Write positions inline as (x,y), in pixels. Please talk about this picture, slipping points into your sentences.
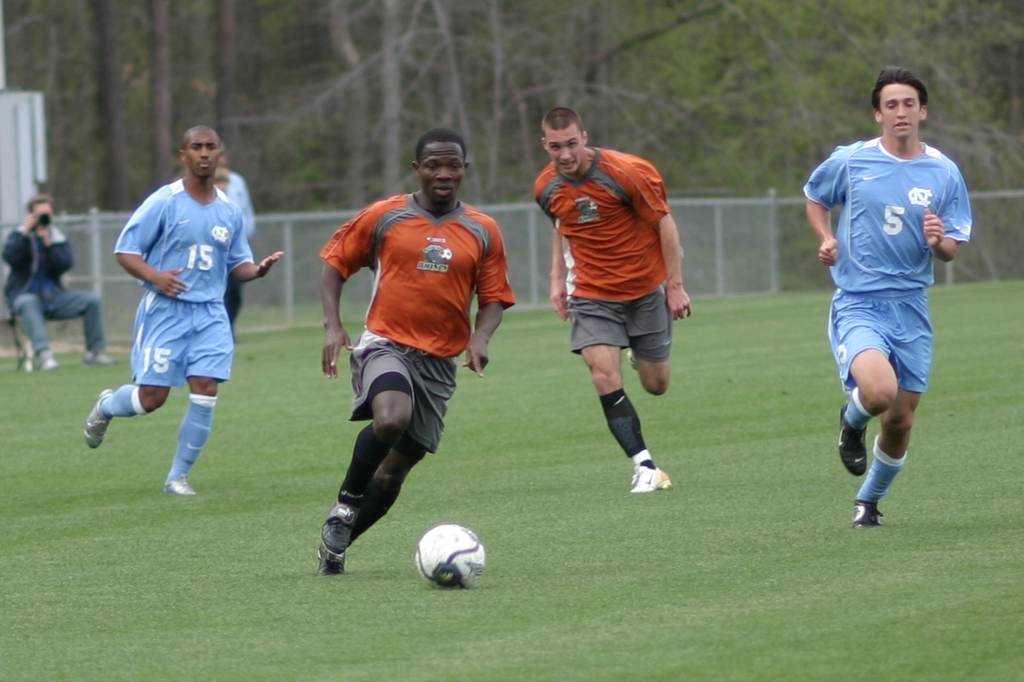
In this picture we can see group of people (378,317), few are playing game in the ground (585,457), in front of them we can see a ball (471,575), in the background (34,240) we can see a man (70,298), he is seated and he is holding a camera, and also we can see fence (278,216) and few trees (206,71).
